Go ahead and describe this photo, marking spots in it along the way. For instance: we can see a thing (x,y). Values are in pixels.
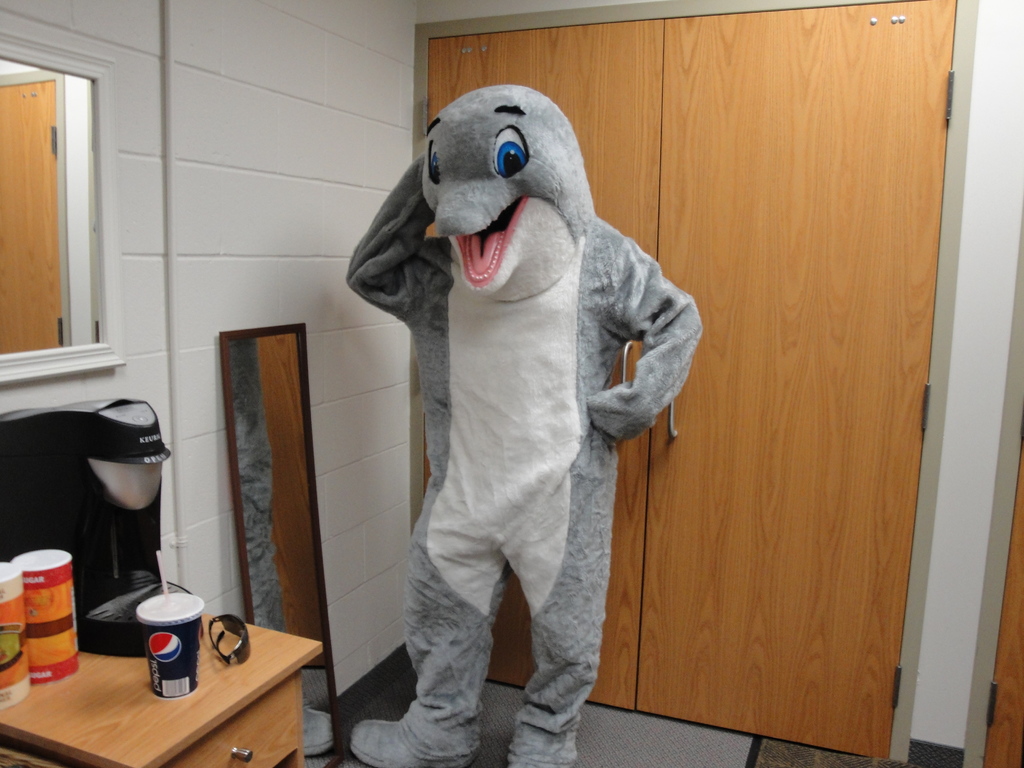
In this image there is one person (453,456) who is standing in the center (491,305) and on the left side (194,194) there is a wall (180,156) and mirror (50,149) and on the right side (797,294) there is one door (706,347). In the bottom of the left corner (146,702) there is a table (263,677) on the table (130,690) there are some cups (153,636) and goggles (240,650) are there.
